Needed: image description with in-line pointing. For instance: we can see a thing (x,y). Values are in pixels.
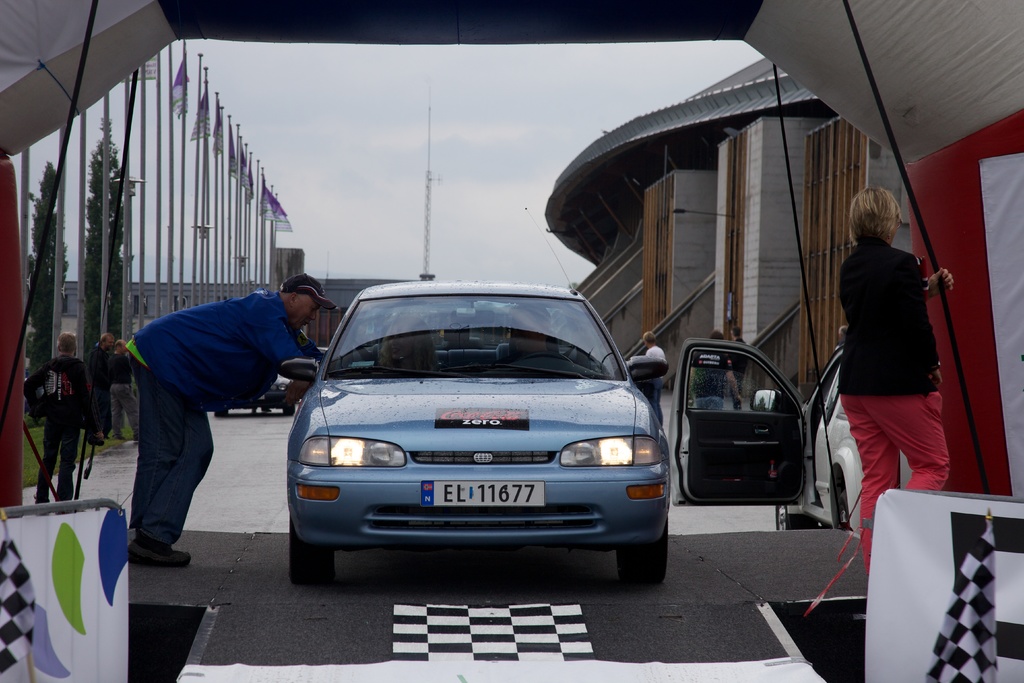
In this image I can see the vehicles (304,406) on the road (254,418). I can see some people (882,379). On the left side (86,283) I can see the flags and the trees (100,253). On the right side (775,182), I can see the buildings (683,274). At the top (410,211) I can see a pole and clouds (406,130) in the sky (380,146).
